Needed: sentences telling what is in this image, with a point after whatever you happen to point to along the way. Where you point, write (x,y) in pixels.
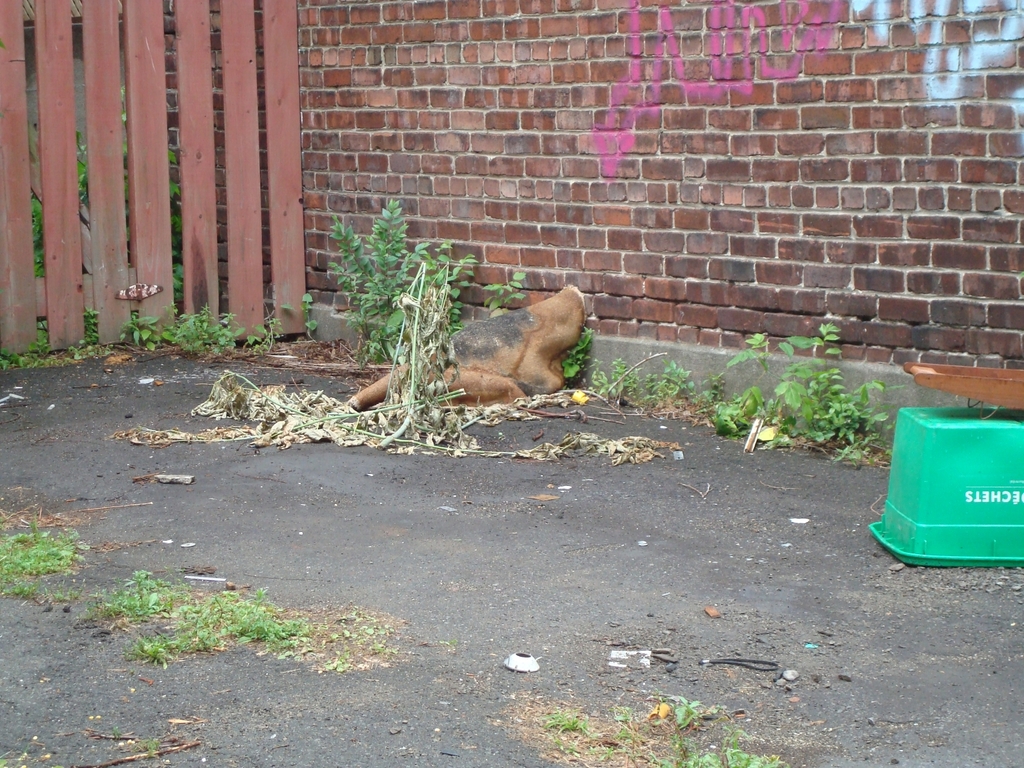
In this picture we can see a green plastic container (925,487) and some objects (534,364). Behind the objects (562,383) there are plants (384,307) and some scribblings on the wall (359,137). On the left side of the wall (706,152), it looks like a wooden gate (16,87).
